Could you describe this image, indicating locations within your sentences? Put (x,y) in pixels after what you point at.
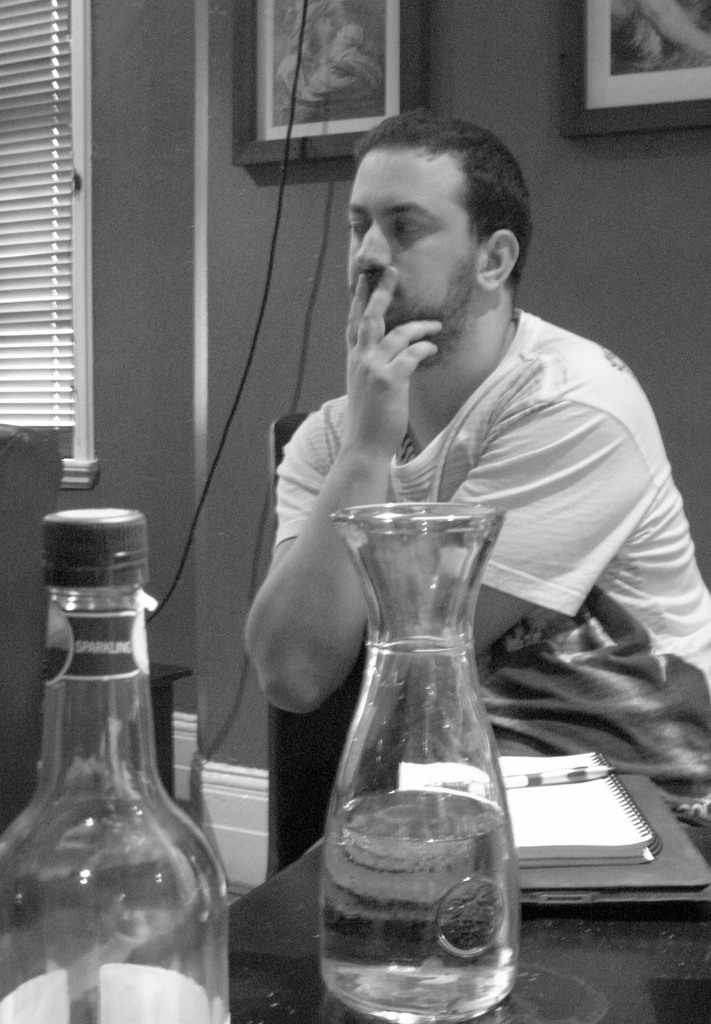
This picture is clicked inside a room (703,487). In this picture, we see man (598,563) in white shirt (561,475) is sitting on chair (302,743). In front of him, we see a table (548,961) on which glass bottle (61,716), jar (374,886), book (600,829) and pen (475,781) are placed. Behind him, we see a wall (239,285) on which two photo frames (590,100) are placed. Beside that, we see a window (33,376).
